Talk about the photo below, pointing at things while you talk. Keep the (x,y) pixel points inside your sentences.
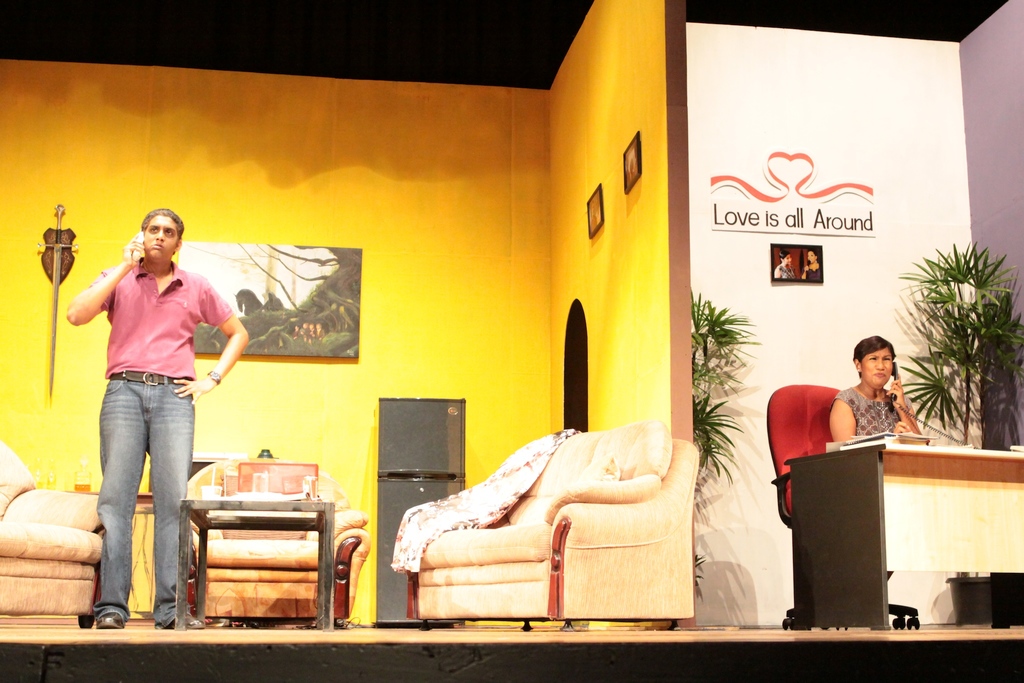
In this image on the right side (893,452) there is a table (902,483) and there is a woman (859,432) sitting on the chair (791,421) and talking on the telephone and there are plants (946,363) behind the woman (851,406). On the left side (149,357) there is a man (149,357) standing and speaking on the phone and there are sofas (561,513) and there is a table (259,524), on the table (203,529) there are objects (275,471). In the background (323,316) there is a frame (281,304) on the wall (507,428) and there is a fridge (449,441) and on the right side (807,274) there are frames (595,217) on the wall (582,216).
